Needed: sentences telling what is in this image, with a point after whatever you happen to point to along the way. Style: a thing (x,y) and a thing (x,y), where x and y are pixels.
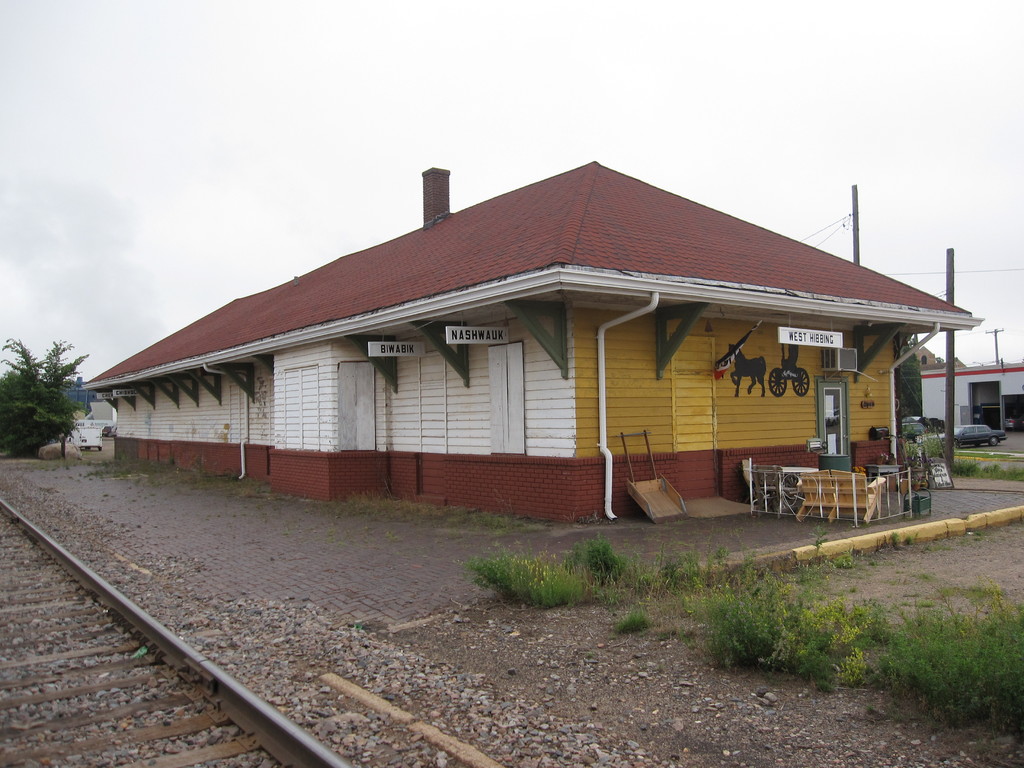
In the image there is a wooden house (273,379) and there are some objects (810,442) in front of the house (789,455), on the left side (39,648) there is a railway track (19,605) and beside that there are some trees (23,401) in the background (23,423).
